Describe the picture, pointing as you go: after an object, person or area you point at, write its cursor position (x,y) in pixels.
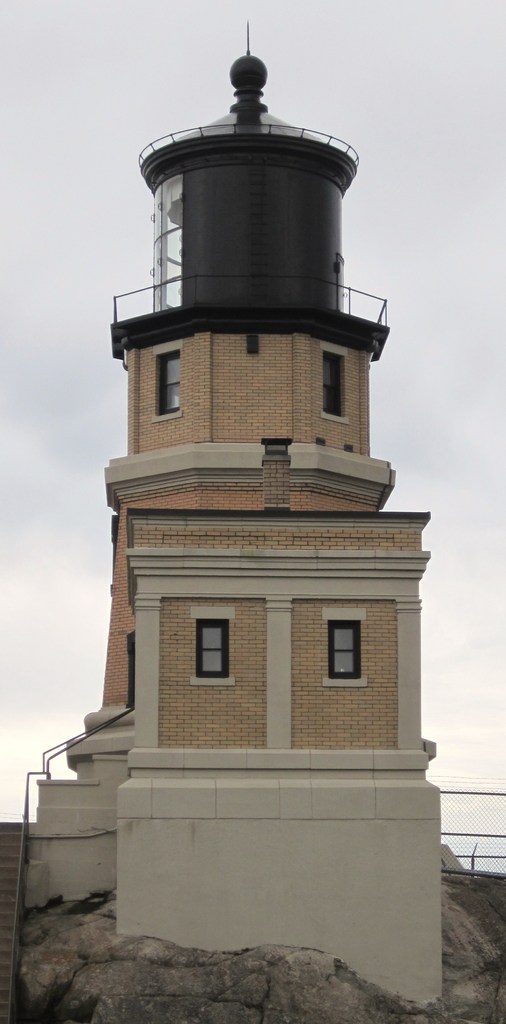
In this picture we can see the split rock light house (215,682) on the rock (87,968) and behind the light house (200,494) there is the sky (409,505) and a fence (469,823).
